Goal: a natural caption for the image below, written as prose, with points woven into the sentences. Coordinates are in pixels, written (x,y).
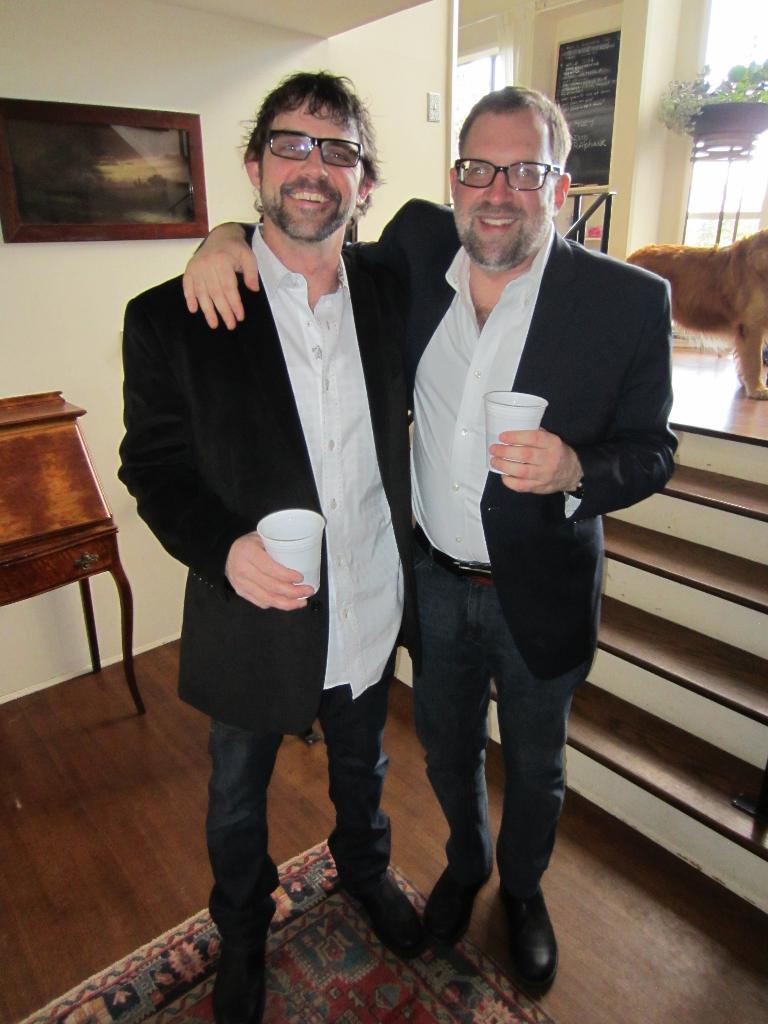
There are two men (357,490) standing and smiling and holding cups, behind these two men (327,250) we can see steps (691,471). We can see frame (13,134) on a wall (163,73) and wooden table (127,601). In the background (658,263) we can see animal (689,293) on the surface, house plant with stand (712,150) and black board (602,116) on a wall (602,17). We can see mat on the floor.
